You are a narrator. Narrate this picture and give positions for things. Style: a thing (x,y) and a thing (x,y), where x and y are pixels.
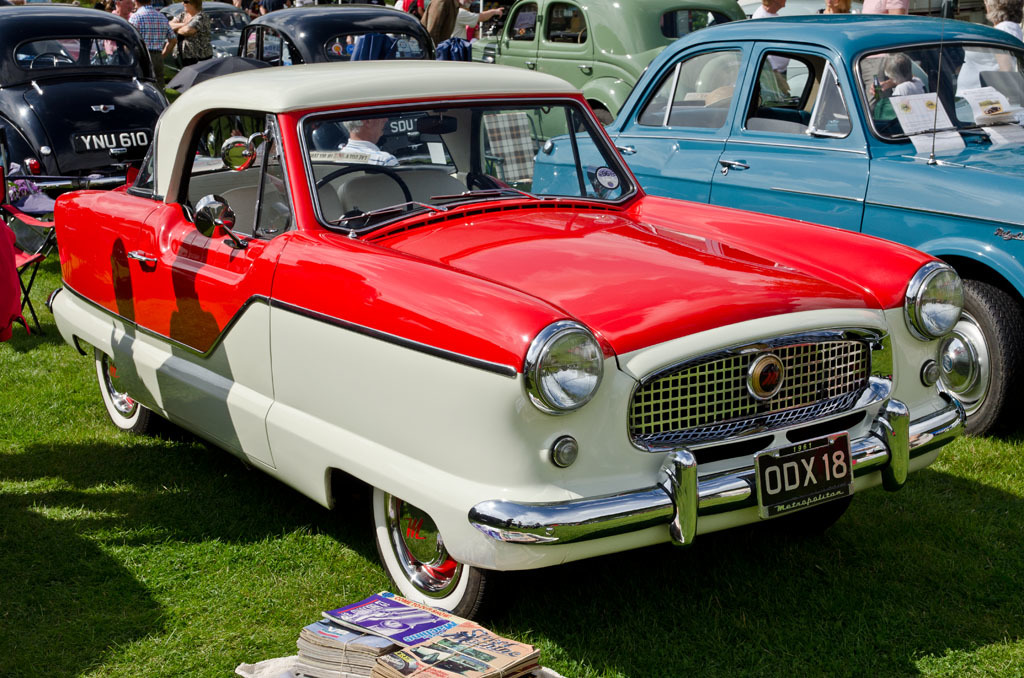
In this image, there are a few vehicles (384,170) and people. We can see the ground (111,514) covered with grass (85,499). We can also see a chair (27,264) with some cloth (1,236). We can also see some magazines (386,616) at the bottom (386,616).
